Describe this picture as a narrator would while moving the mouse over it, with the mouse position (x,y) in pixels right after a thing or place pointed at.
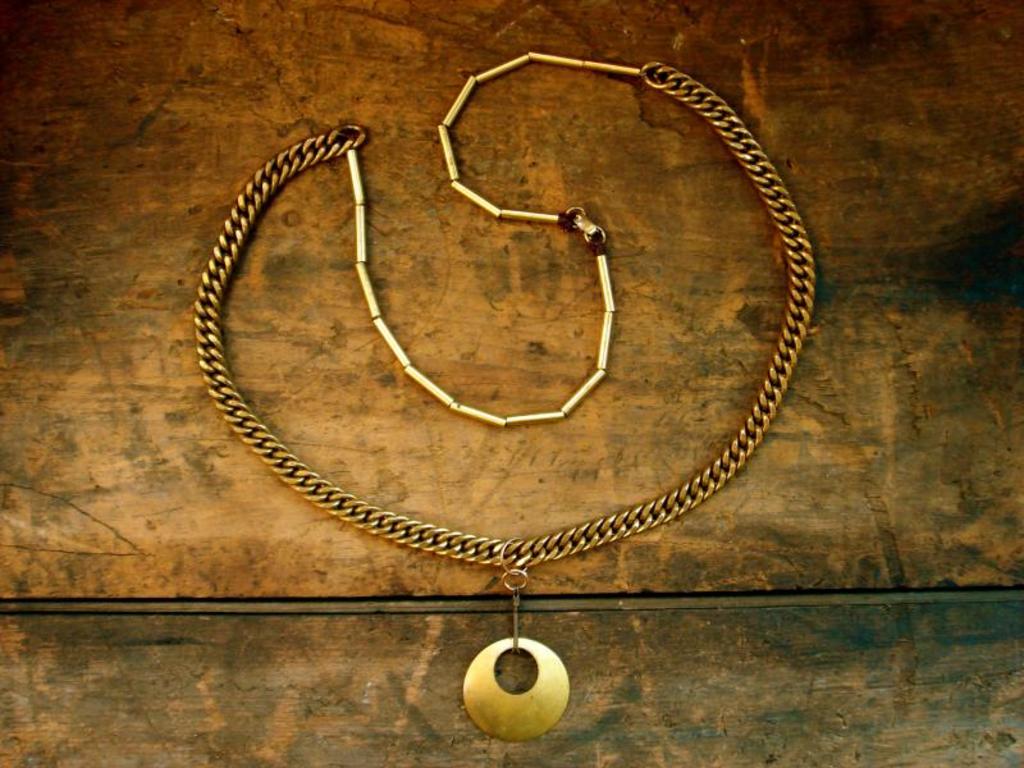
In the image there is a necklace (266,436) with pendant (537,685) on a wooden table (913,280).
